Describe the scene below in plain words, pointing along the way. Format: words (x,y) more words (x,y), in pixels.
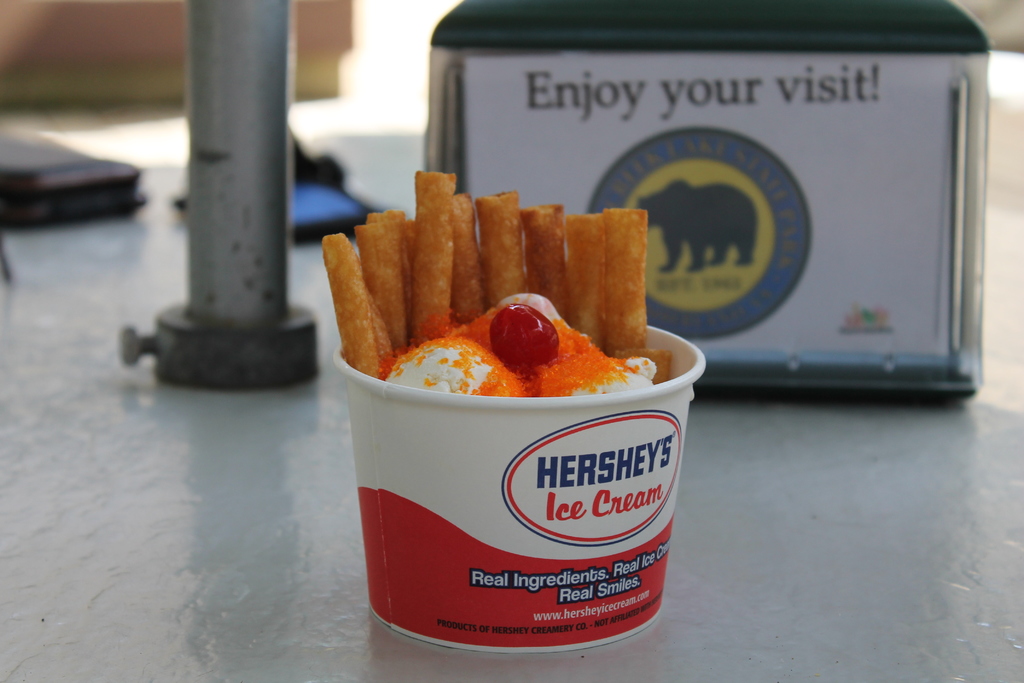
In this picture we can see food (466,338) in the cup (534,432), behind the cup (621,455) we can find a metal rod (223,150) and few other things (715,390).
